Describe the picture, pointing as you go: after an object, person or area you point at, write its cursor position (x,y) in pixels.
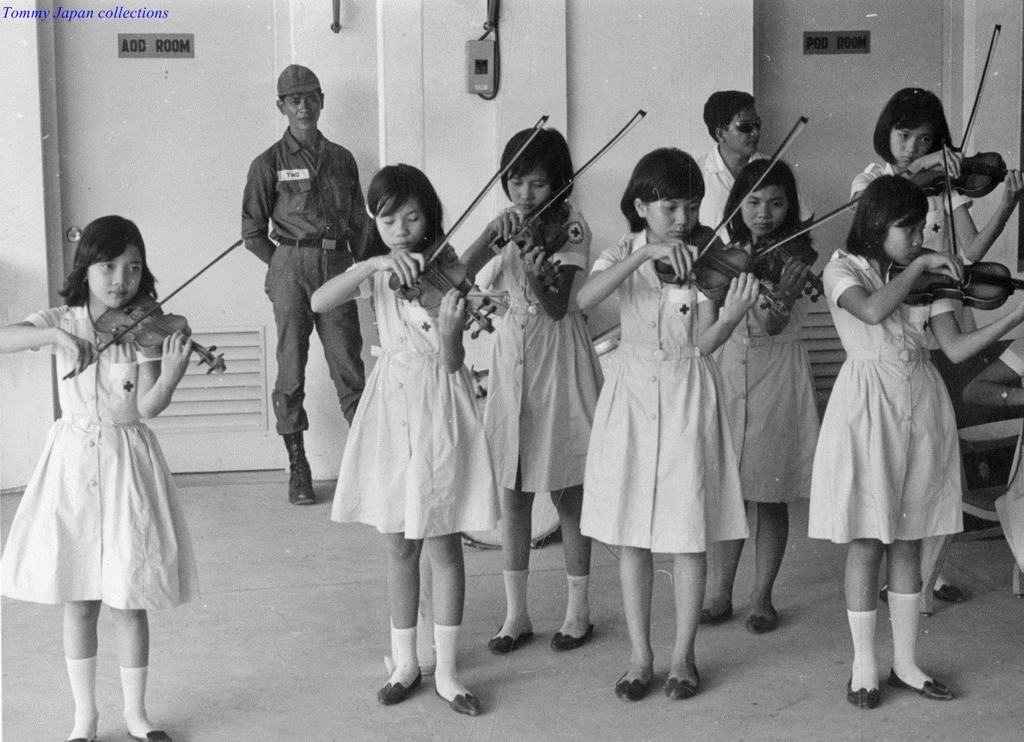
In this image, we can see people (622,331) playing violins (775,275). In the background (330,172), there is a person (317,197) wearing uniform (299,211) and a cap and we can see a chair (1003,425) and there is a person (997,395) and we can see some boards (166,49) on the wall (441,73) and there is some text (81,18).
